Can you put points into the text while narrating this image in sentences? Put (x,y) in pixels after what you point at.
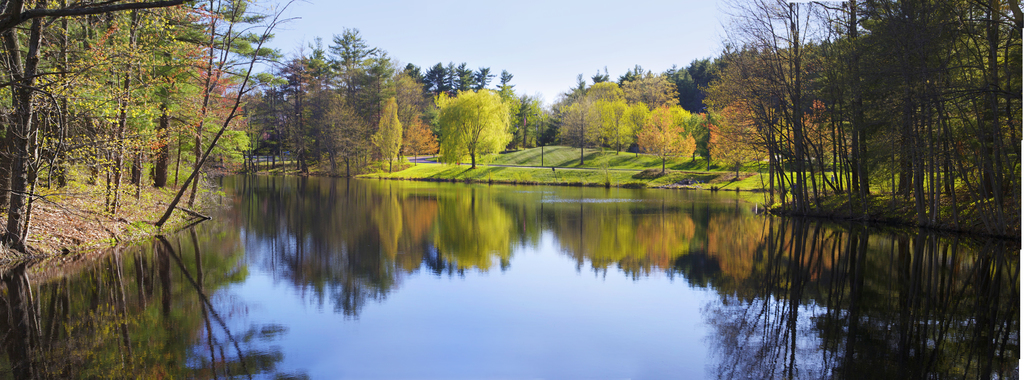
In this picture we can see water (570,343) at the bottom (618,332), in the background (868,211) there are some trees (356,125) and grass (512,160), we can see the sky (433,50) at the top of the picture (390,50).
